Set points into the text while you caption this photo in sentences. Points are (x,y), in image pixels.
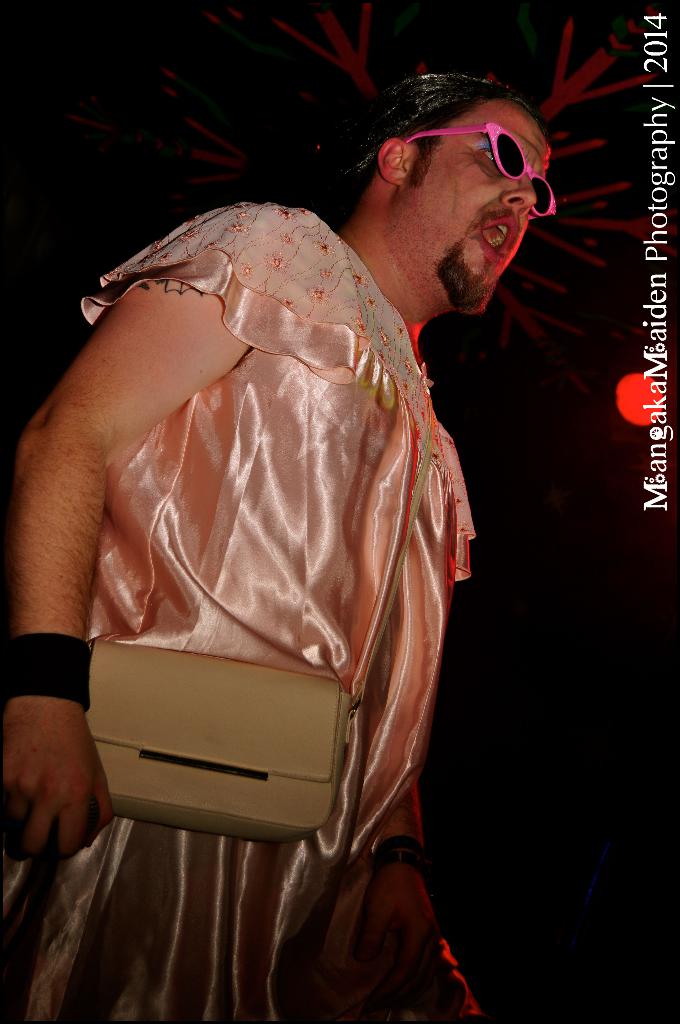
This picture shows a man (115,442) standing and speaking and we see a handbag (318,812).
